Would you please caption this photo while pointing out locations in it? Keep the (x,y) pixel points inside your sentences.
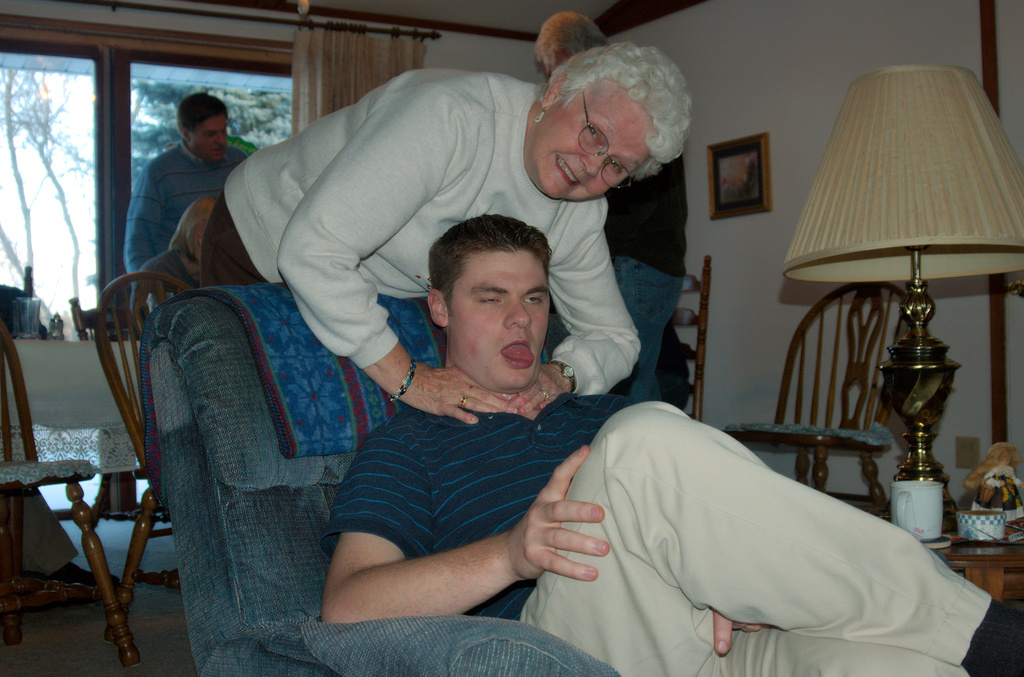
In this picture we can see man (575,472) sitting on chair (536,637) and at back of him woman (593,161) smiling and holding this person's neck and beside to them we can see chair (855,368), lamp (927,395), cup (929,494), bowl (975,527), toy (983,503) on table (972,551) and in background (832,469) we can see wall (767,97), frame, curtains (309,91), window (236,99), some persons (147,199).
